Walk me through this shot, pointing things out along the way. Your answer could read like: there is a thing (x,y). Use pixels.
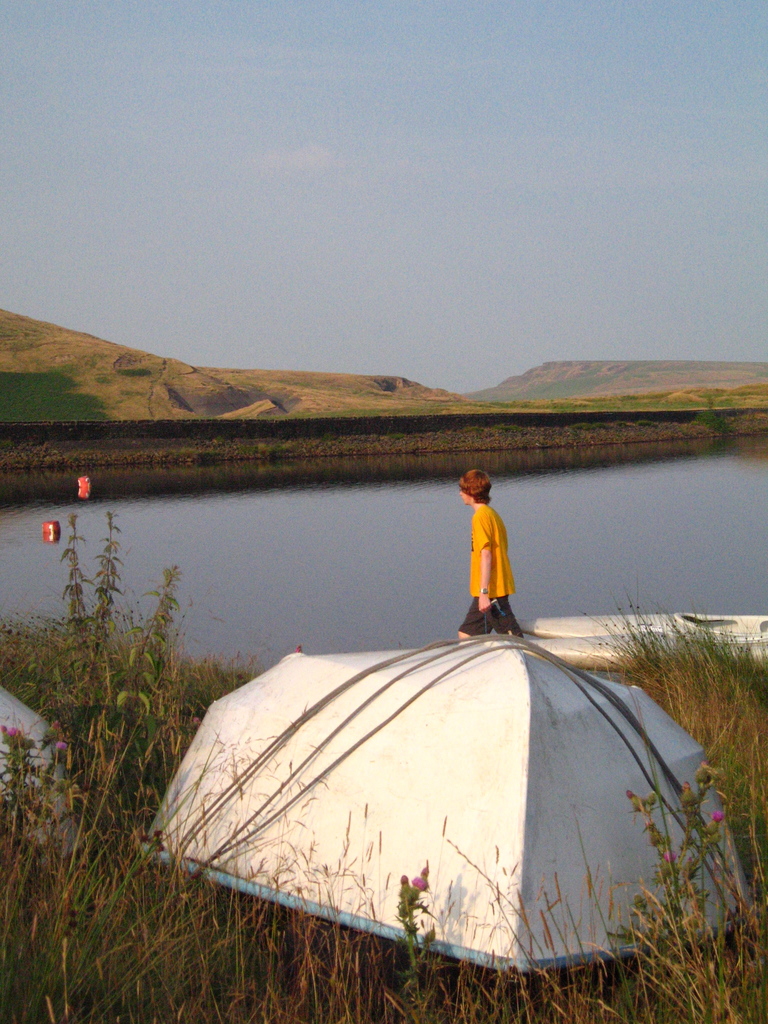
In this picture there is a boy (481,532) wearing yellow color t-shirt (481,532) and walking on the ground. In the front (472,934) there is a white color boat (459,742). Behind a small water lake (247,482) and in the background (105,382) there are some mountains (358,397).
